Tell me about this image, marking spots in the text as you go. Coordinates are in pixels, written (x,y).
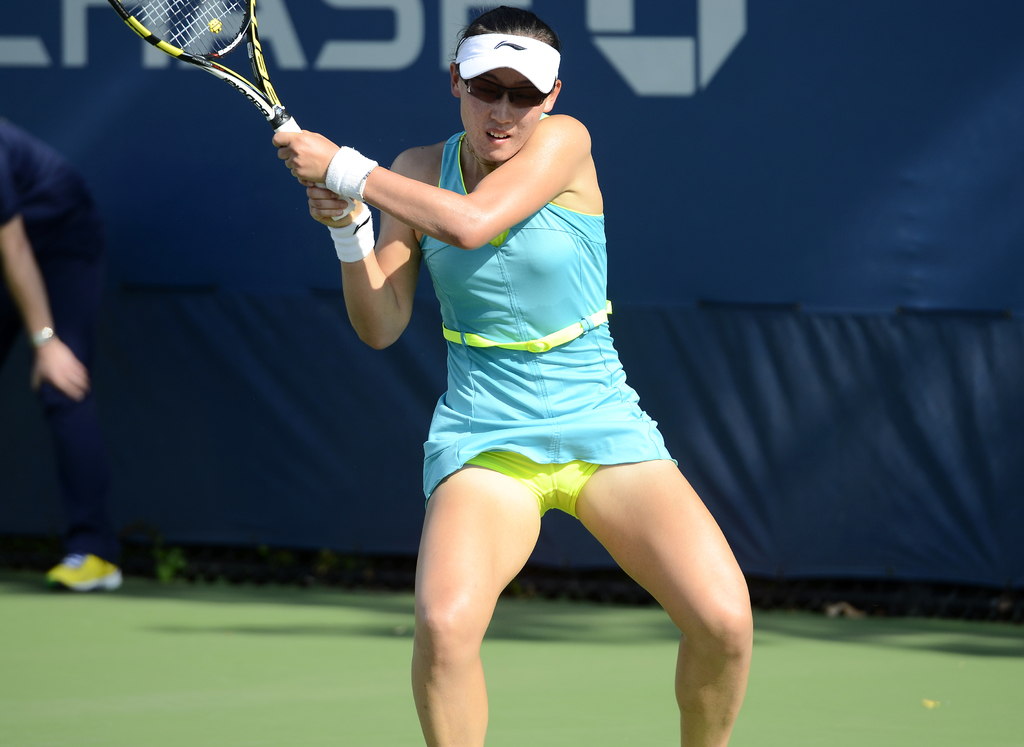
In a picture a woman (522,346) is playing game tennis with a racket (297,126) in her hand (305,139) and she is wearing cap (481,63) and glasses (510,102) and she is wearing a blue dress (510,374) behind her there is a one person (69,416) standing and behind him them one blue curtain (252,293) with text (390,53) on it.
